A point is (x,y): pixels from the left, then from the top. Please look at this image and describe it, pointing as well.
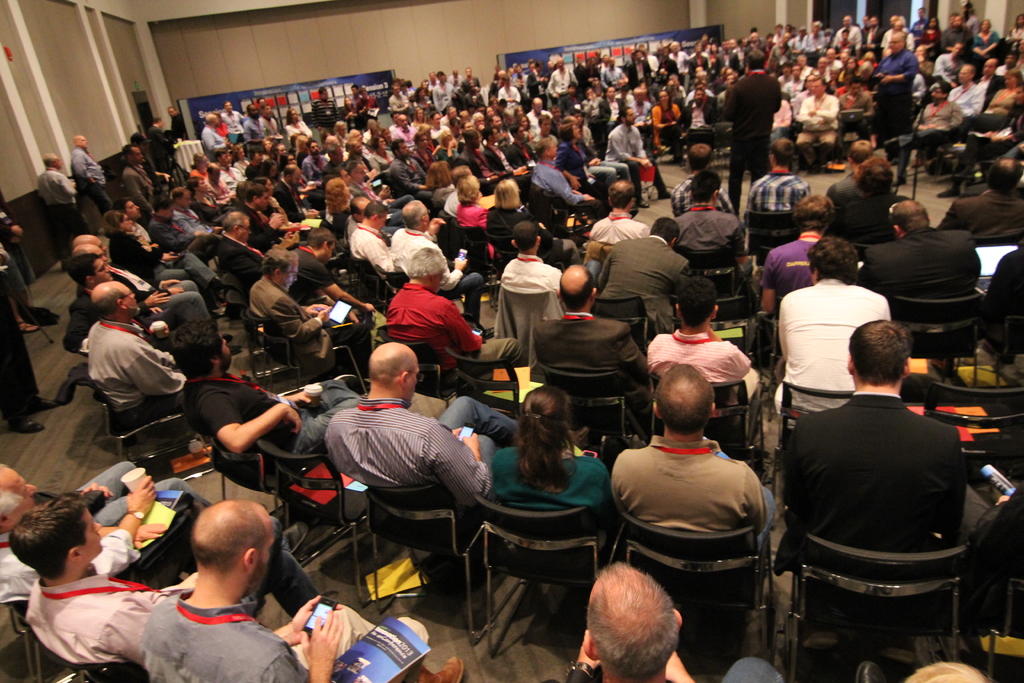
Here we can see many people (605,227) are sitting on the chairs (495,615) on the floor (363,594) and among them few (306,614) are holding mobiles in their hands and a man (14,487) is holding a cup (136,470) in his hand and there are laptops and books (163,503) on few person's legs (349,637) and there is a man (770,101) standing in the middle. In the background (5,87) we can see wall (5,87), hoardings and few persons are standing on the floor (27,463).
